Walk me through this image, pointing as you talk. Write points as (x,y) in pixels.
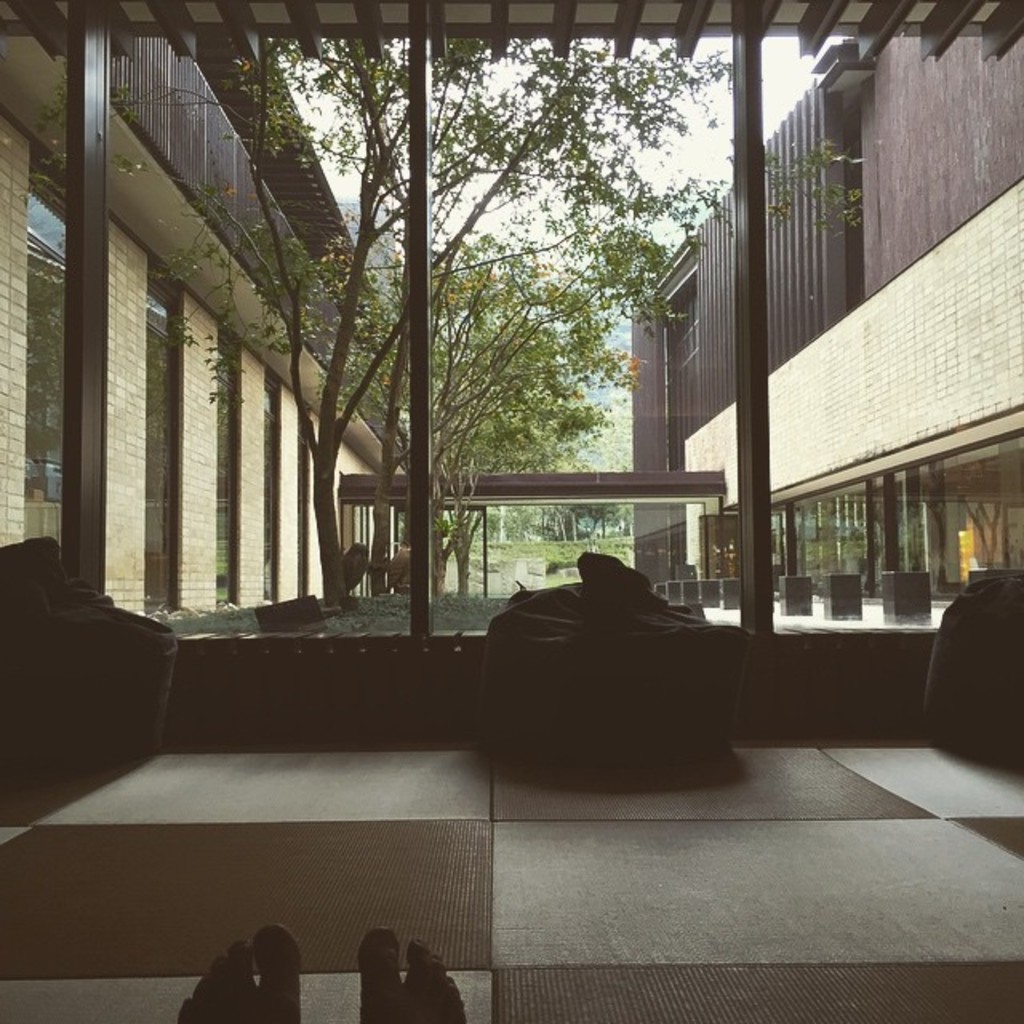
In this room (373,854) we can see a person legs (275,982) on the floor (341,950) and there are three objects (586,718) on the floor (623,850). In the background (664,326) we can see trees (550,367), glass doors (61,399), wall (976,230), building (964,233) and sky (667,45).
